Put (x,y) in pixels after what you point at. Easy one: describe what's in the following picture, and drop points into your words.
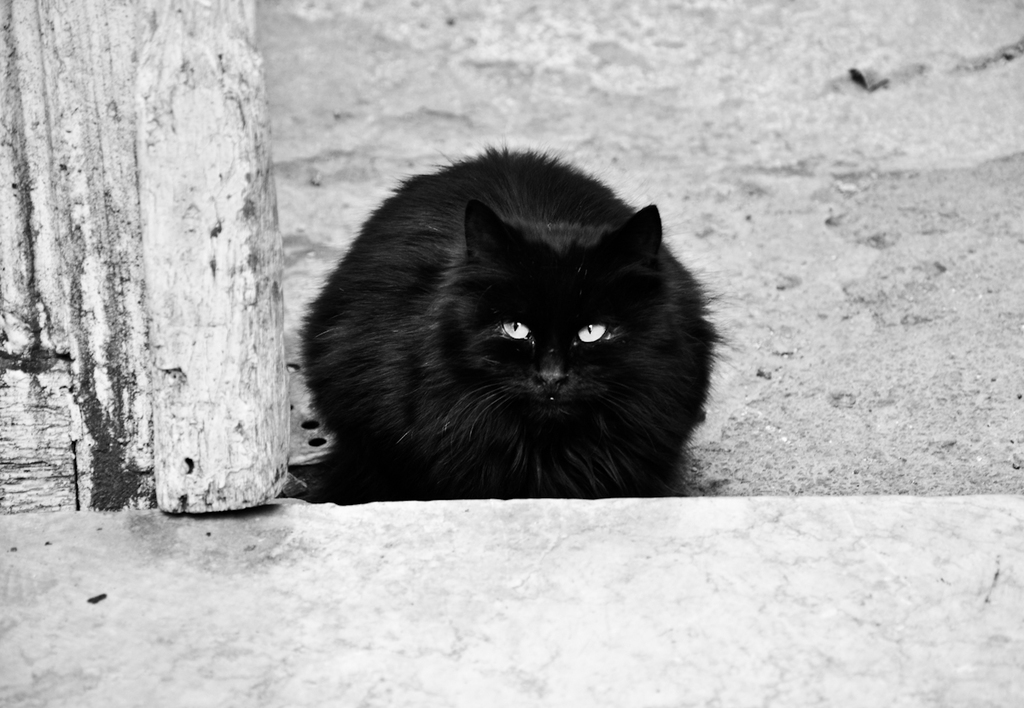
In the image there is a black cat (536,434) sitting on the ground (683,221).
